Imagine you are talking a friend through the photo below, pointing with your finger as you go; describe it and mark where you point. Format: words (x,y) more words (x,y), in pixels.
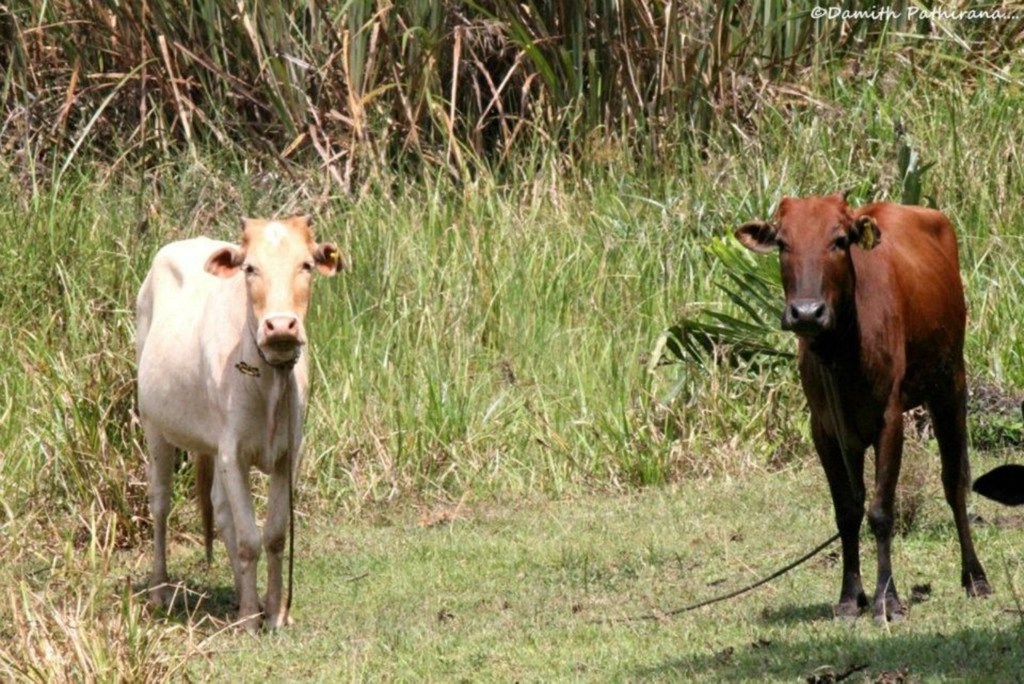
In this image, in the left side (243,527) there is a white color cow (175,284), in the right side (887,566) there is a brown color cow (874,419), in the background (435,332) there are some green color trees (956,167).
